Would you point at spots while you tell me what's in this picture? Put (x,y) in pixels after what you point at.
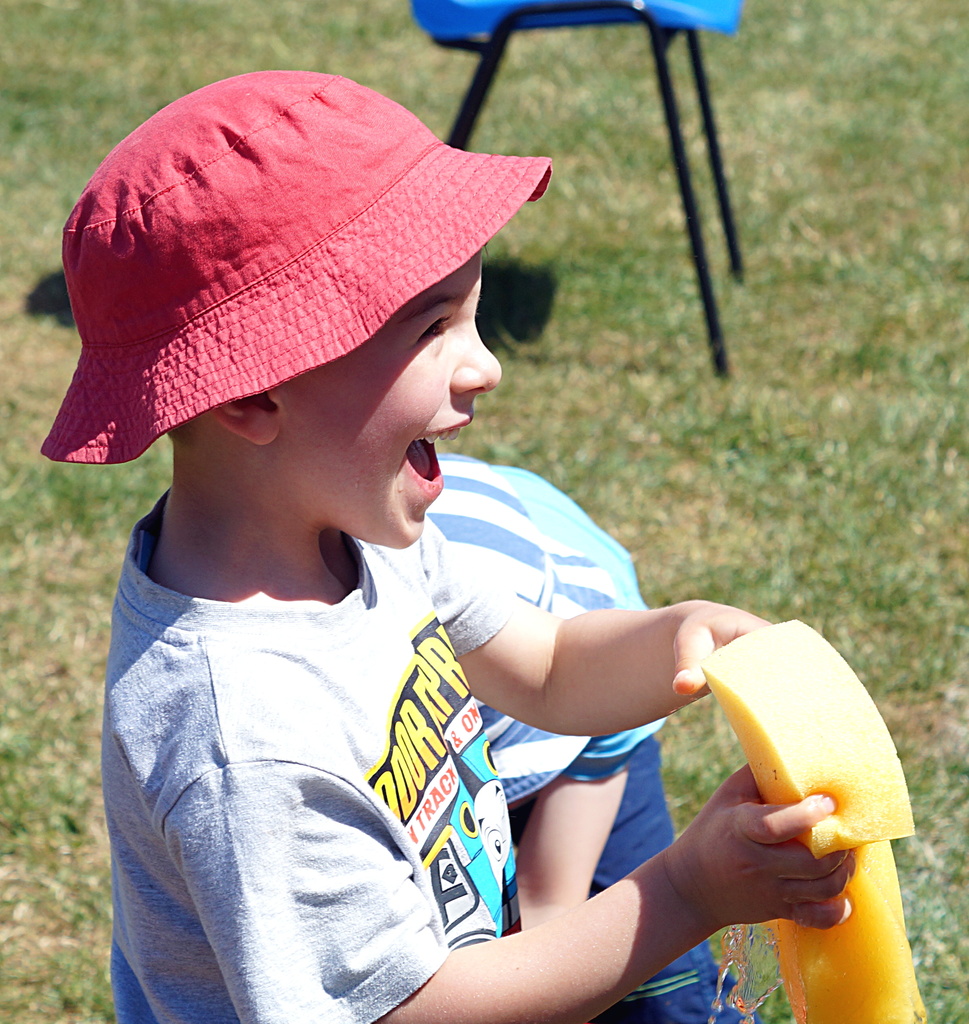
This picture describes about few people (492,733), on the left side of the image (267,497) we can see a boy (303,586), he wore a cap (259,213) and he is holding a sponge (841,827), in the background (446,34) we can see a chair (452,21).
